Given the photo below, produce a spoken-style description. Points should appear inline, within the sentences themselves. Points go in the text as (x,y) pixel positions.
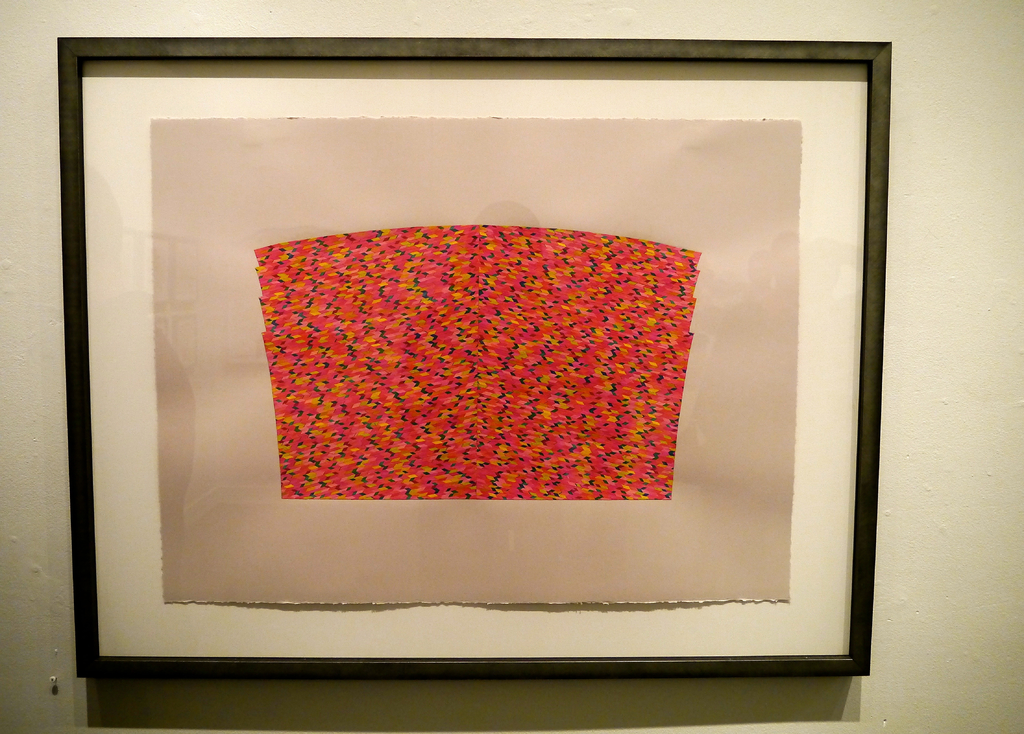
In the image we can see a frame (424,321) stick to the wall (72,707). In the frame (394,625) there is a piece of paper (399,514) and design (516,380) on it. This is a wall (975,501).
